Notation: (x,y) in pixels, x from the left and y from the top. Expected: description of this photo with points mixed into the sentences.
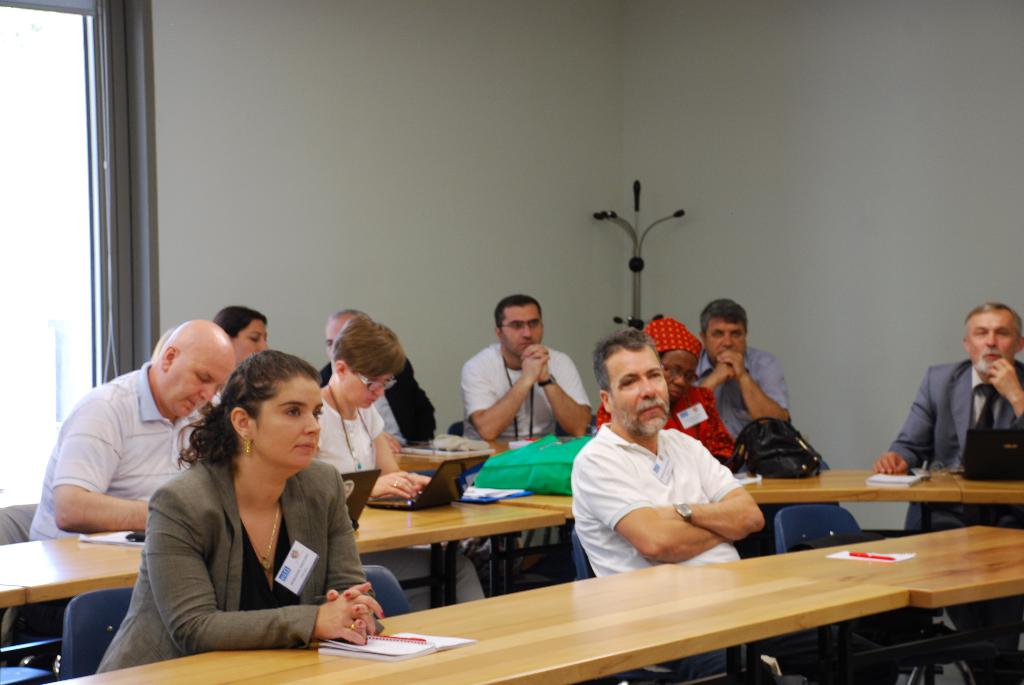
It is looks like a classroom (624,495). There are few peoples (364,376) are sat on the chair (80,636). There are benches (731,635). Here we can see laptop (442,491), book (416,651), pen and backpack (795,446) here. There is a grey color wall (838,295). In middle (637,297), there is a rod (638,299). Left side (27,321), we can see glass window (40,331).
